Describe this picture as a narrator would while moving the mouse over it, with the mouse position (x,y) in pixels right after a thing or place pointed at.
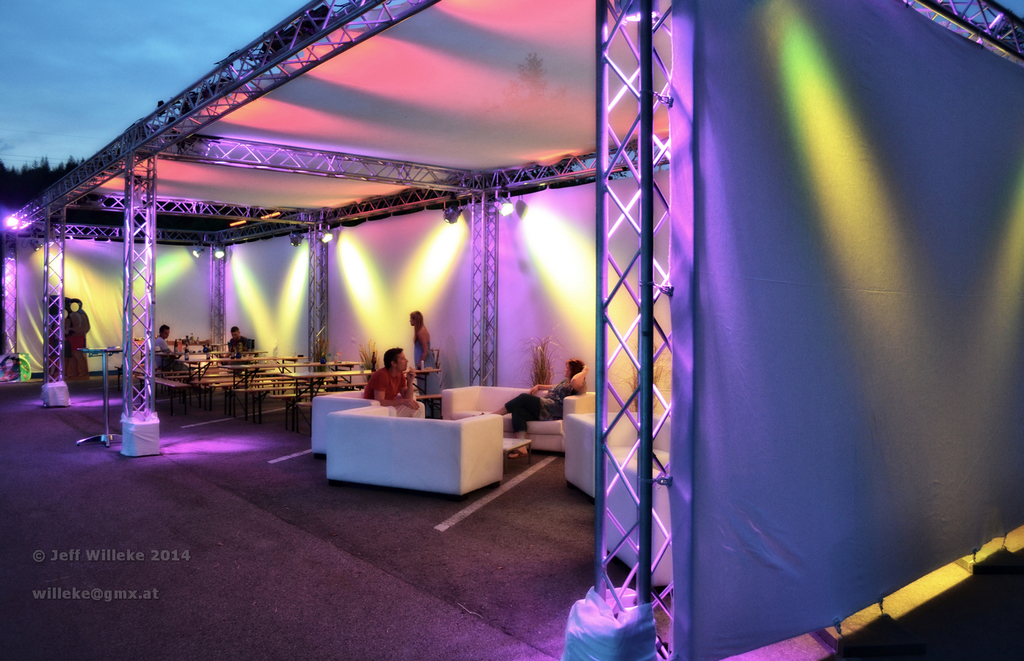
Here we can see people (528,396) sitting on couches (484,392) and chairs (257,380) with tables (241,366) in front of them and this whole thing is setup of like a tent (614,465), there are lights (7,218) present and at the far we can see trees (44,170) present.
